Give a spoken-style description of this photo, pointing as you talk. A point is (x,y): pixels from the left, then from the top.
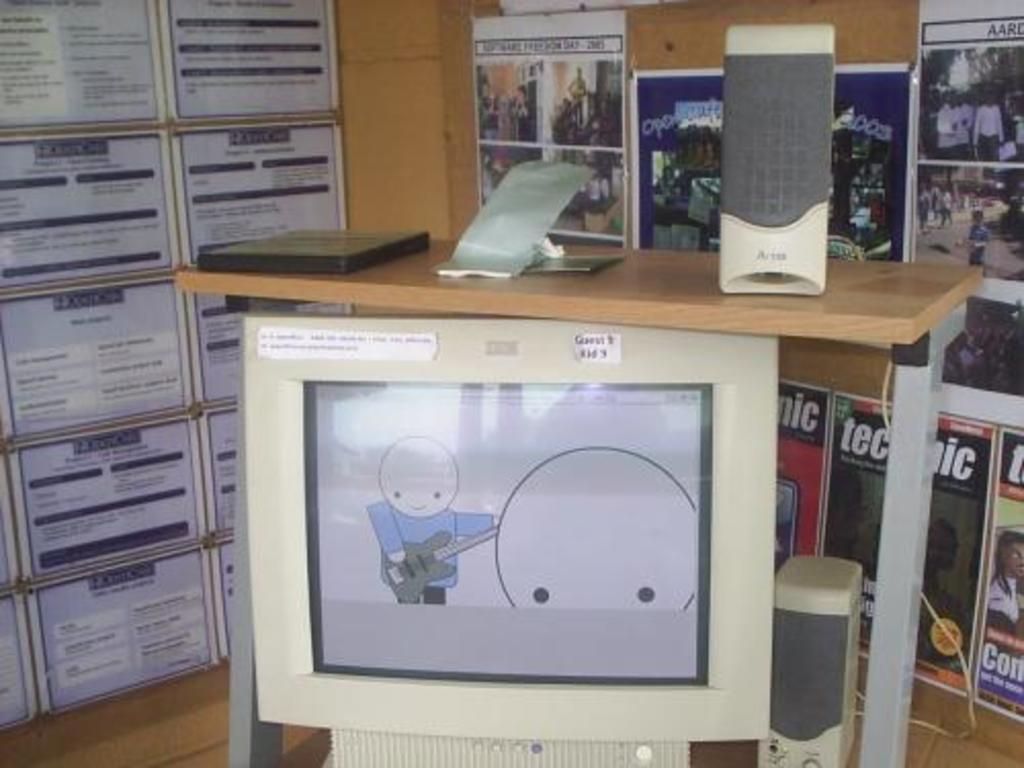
On the right side (760,245), there is a speaker (767,248) and other objects (314,245) on the wooden table (916,268). Below this, there is a monitor (753,396) and a speaker (821,655) on the shelf (694,755). In the background (965,236), there are posters (952,170) pasted on the wall (332,68).
